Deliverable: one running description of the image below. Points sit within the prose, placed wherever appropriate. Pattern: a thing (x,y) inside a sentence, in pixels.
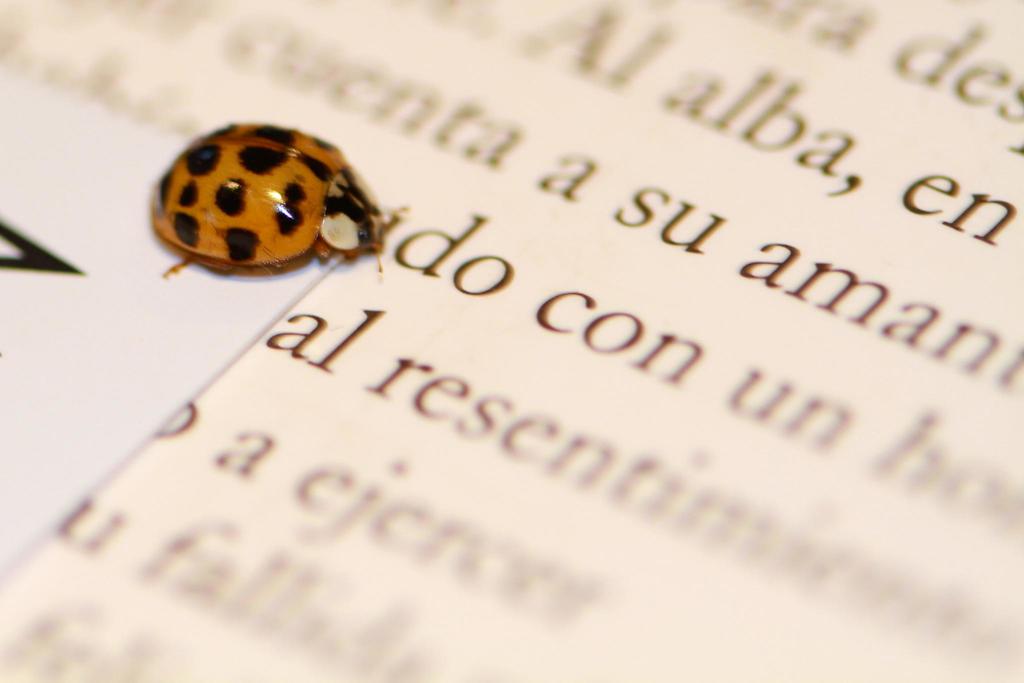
In this picture there is a ladybug (212,175) on the papers (438,230).
